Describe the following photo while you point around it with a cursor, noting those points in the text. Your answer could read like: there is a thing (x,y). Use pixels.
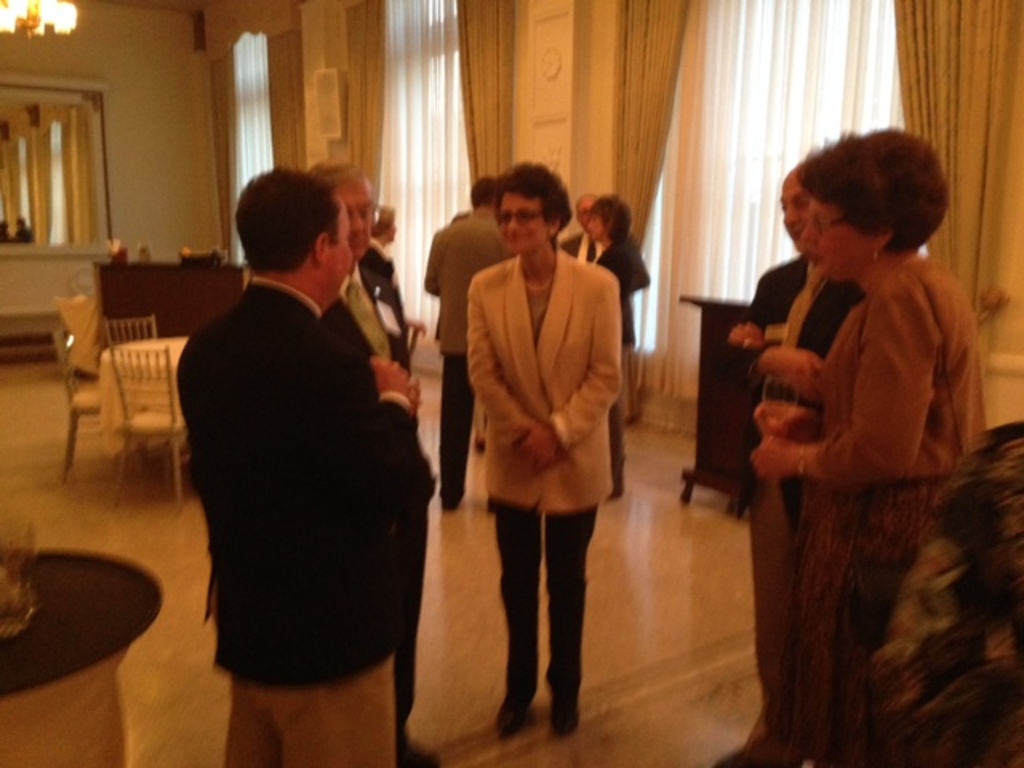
In this image, there are a few people (270,718). We can see the ground (165,493). We can see some chairs (174,460), tables (129,576) with objects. We can also see a desk (197,298) with some objects (212,260). We can see some curtains (444,199). We can also see the wall (338,151) with some objects (335,135) and a mirror (82,159). The reflection of people (22,234) and the curtains (60,225) is seen in the mirror (76,193). We can also see the light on the top left corner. We can see some wood (737,309).
